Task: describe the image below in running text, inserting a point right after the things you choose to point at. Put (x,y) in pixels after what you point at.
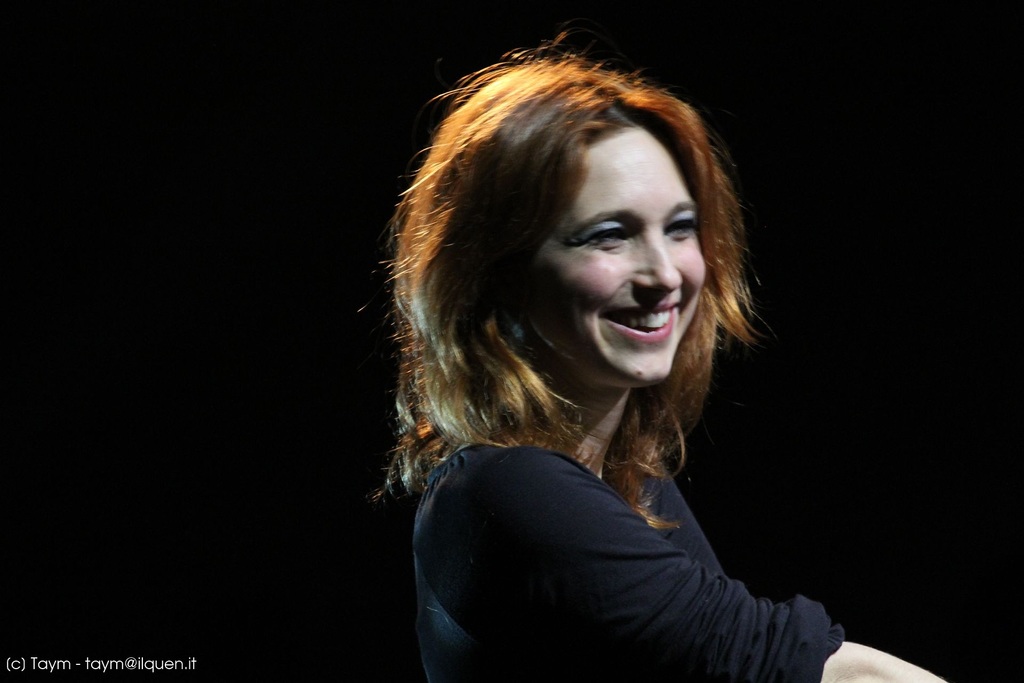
In this image I can see a woman (564,396) wearing black color dress (569,479) is smiling. I can see the black colored background (337,397).
